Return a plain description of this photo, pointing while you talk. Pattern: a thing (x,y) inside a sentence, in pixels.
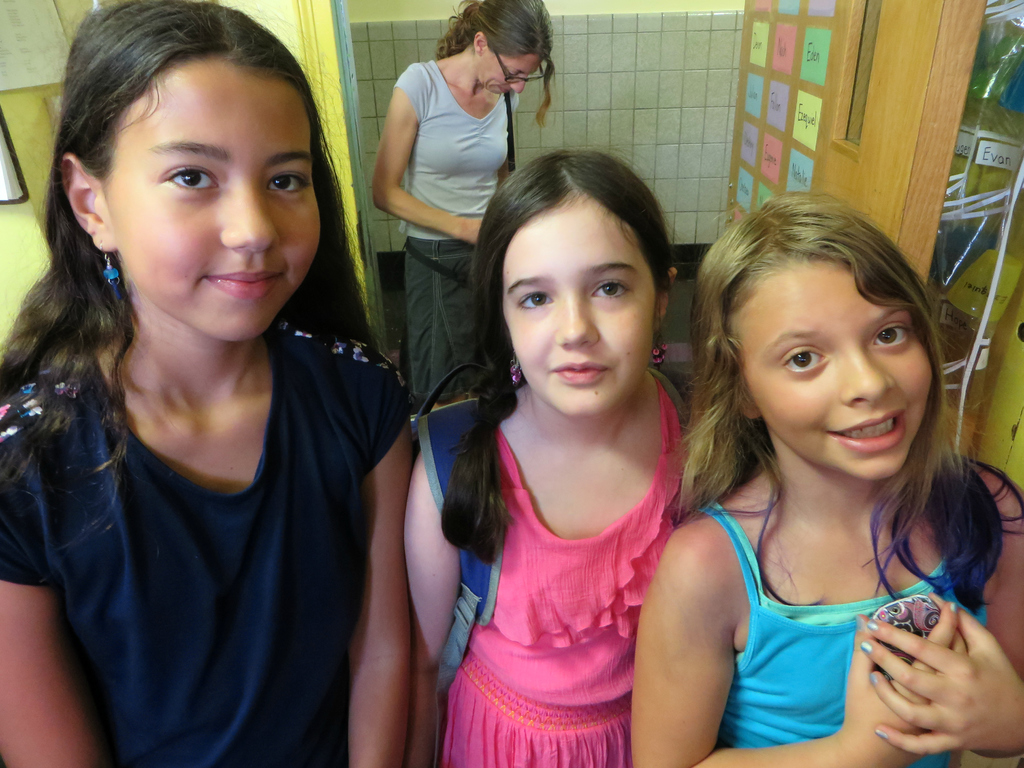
In this image I can see four people (765,432) standing and wearing different color dress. Back I can see white wall (634,69) and colorful paper (777,94) are attached to wooden wall (842,86).
